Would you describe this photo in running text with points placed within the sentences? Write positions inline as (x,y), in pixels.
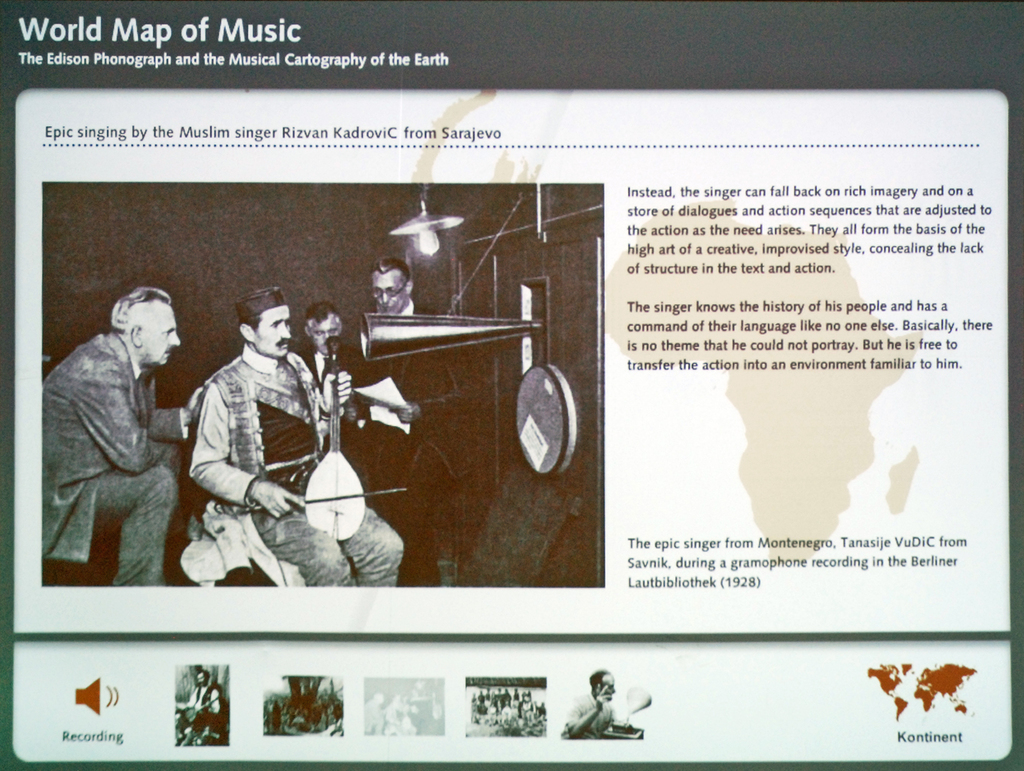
In this picture we can see a presentation slide (468,389), in the slide (377,515) we can find group of people (404,385), few people (292,384) are playing musical instruments (324,467).
